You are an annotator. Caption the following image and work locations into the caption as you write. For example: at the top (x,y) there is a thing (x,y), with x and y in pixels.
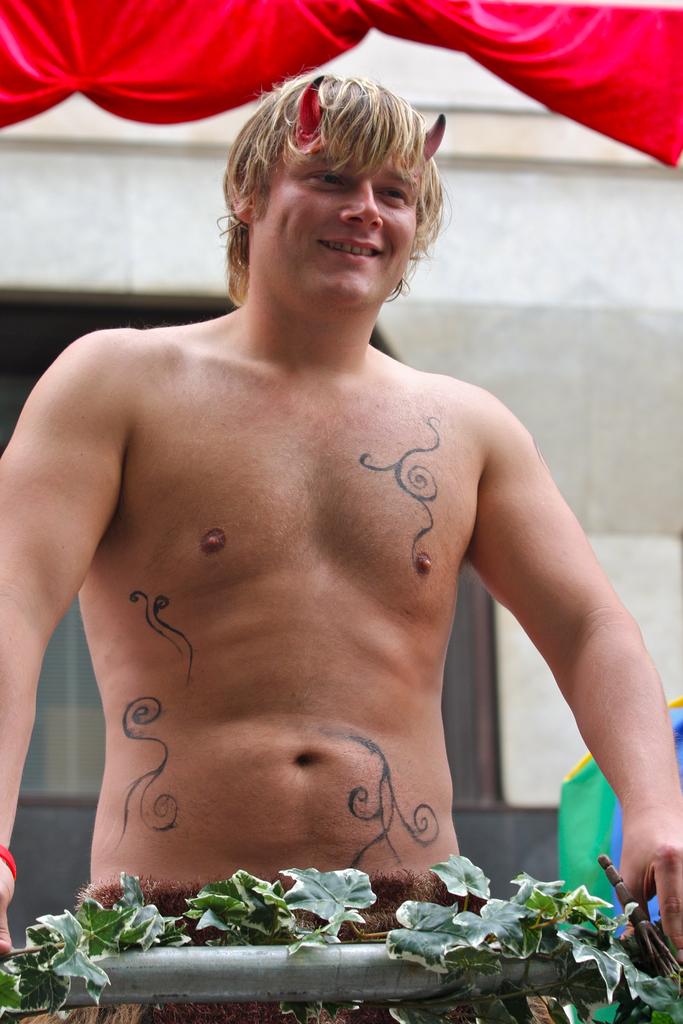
In the foreground (298,960) we can see leaves (421,964), iron pole (270,969) and a person (228,524). In the background (113,124) there are curtain (578,28) and wall (533,258).
